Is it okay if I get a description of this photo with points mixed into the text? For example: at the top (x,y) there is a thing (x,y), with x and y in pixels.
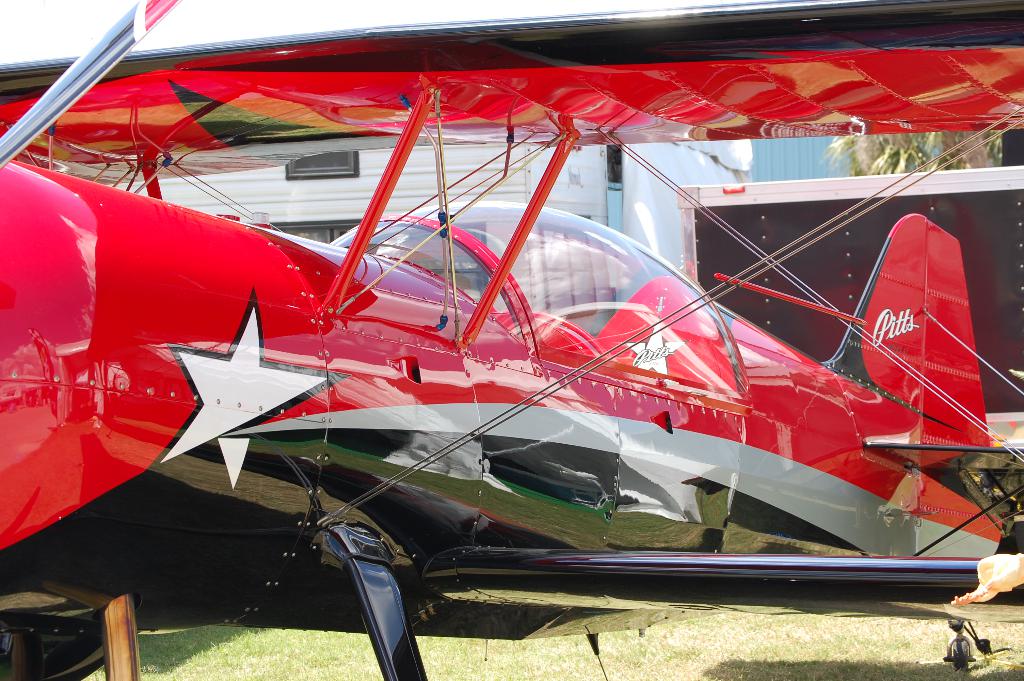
In the center of the image (353,435) there is a biplane (475,471). At the bottom of the image (769,653) there is grass (746,655).
